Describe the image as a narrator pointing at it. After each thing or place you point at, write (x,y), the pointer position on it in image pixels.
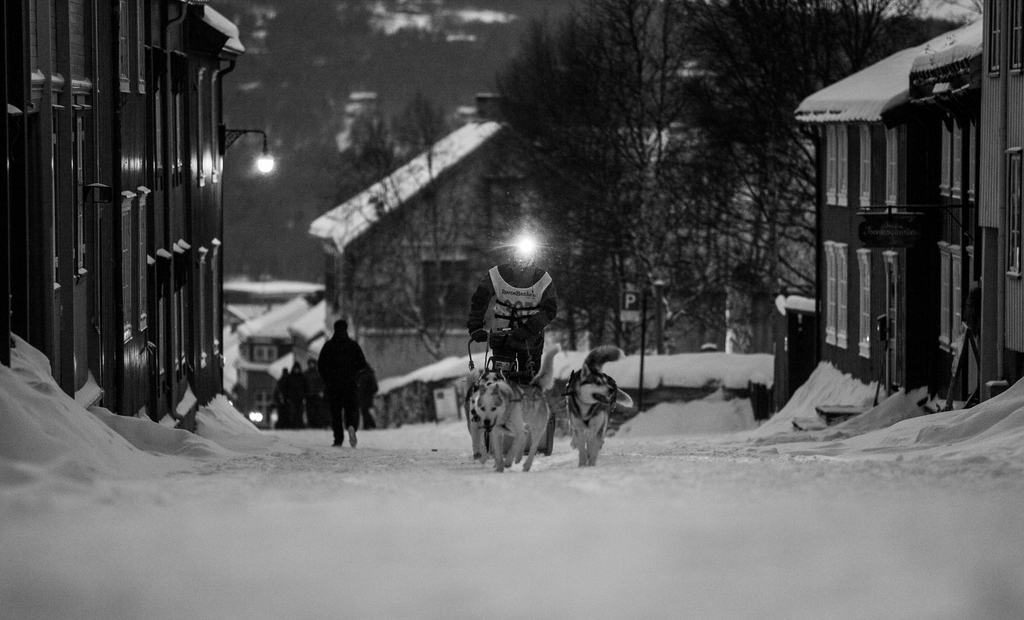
In this picture I can observe some dogs (530,412) running on the snow (480,469). There is a person (527,318) on the sledge (519,373). On either sides of the picture I can observe houses (828,267). In the background (568,177) there are trees (567,195). I can observe some snow (232,535) on the land (242,511).
